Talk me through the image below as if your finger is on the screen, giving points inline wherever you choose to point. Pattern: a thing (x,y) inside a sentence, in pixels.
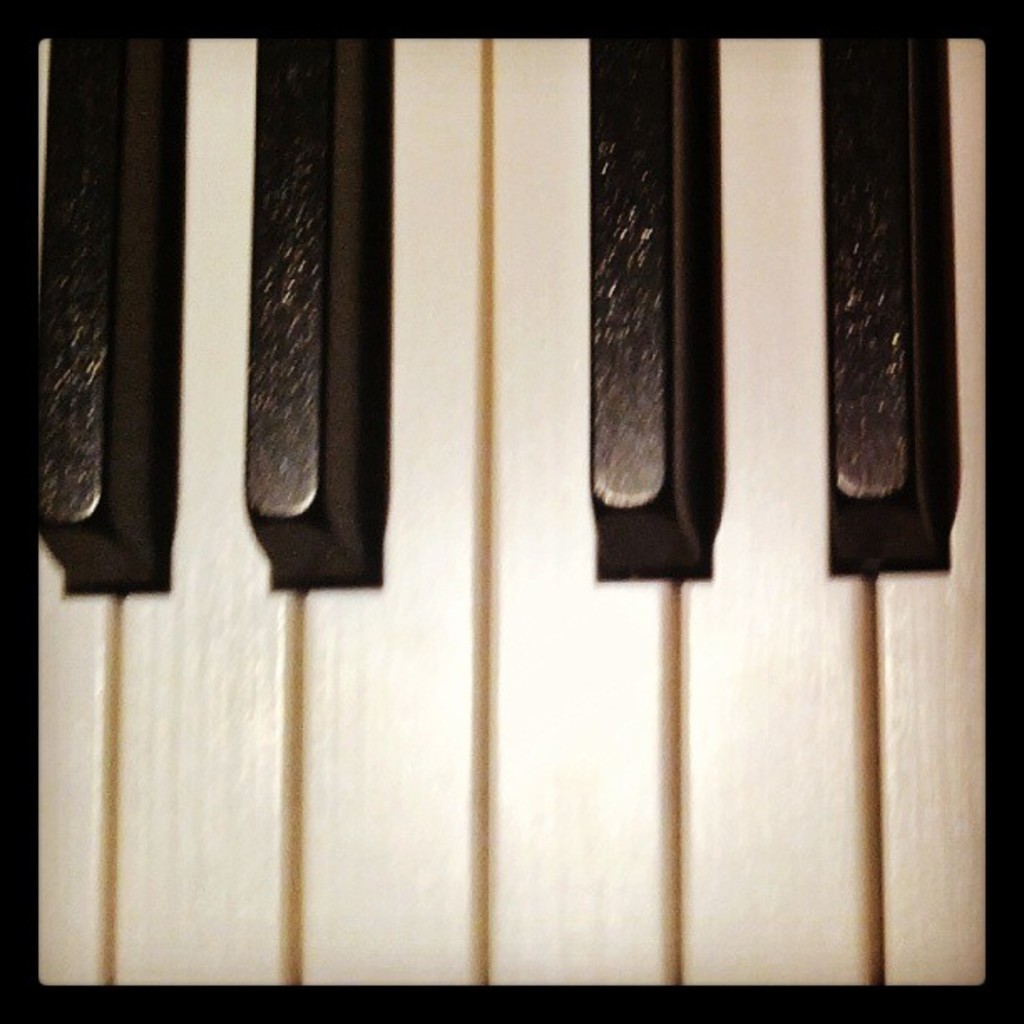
As we can see in the image there is a musical keyboard (474,497).
